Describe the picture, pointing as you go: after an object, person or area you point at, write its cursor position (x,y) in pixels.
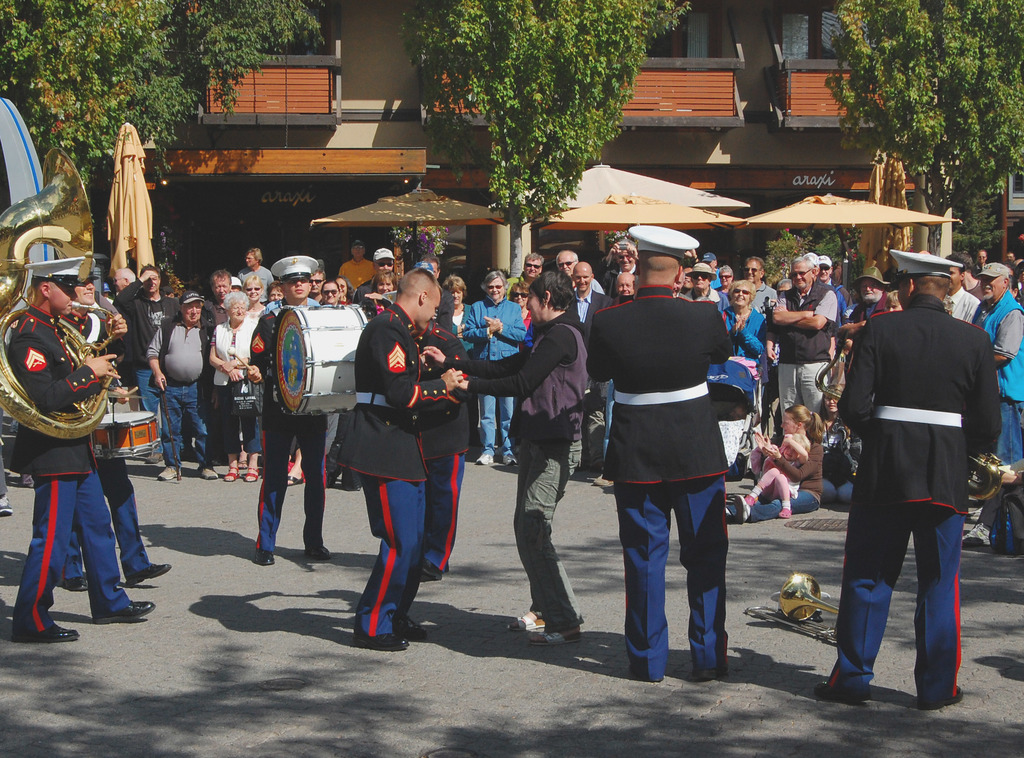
On the left side (113,384), there are persons (252,360) holding musical instruments (310,334) on the road (76,618). Beside them, there are persons (540,443) dancing. On the right side (951,333), there are persons (934,699) standing. In the background (967,236), there are persons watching them, there are trees (467,93) and there are buildings (726,64).
